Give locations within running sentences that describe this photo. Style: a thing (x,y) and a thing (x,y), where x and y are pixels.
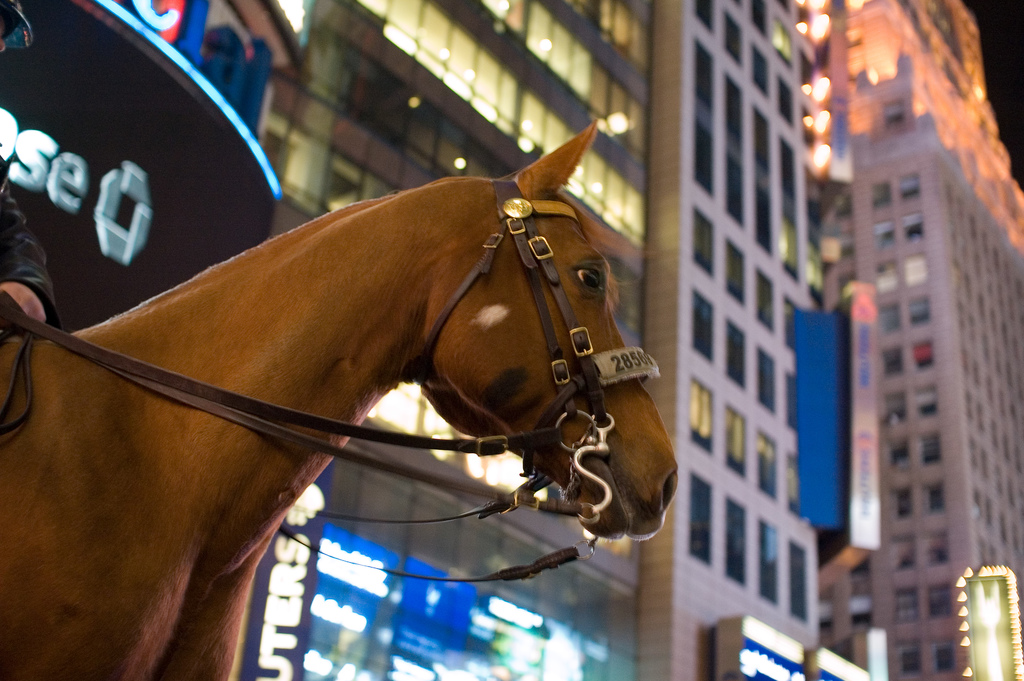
In the bottom left side of the image (96,550) a person (25,308) is riding horse (267,458). Behind the horse (279,463) there are some buildings (692,76).
